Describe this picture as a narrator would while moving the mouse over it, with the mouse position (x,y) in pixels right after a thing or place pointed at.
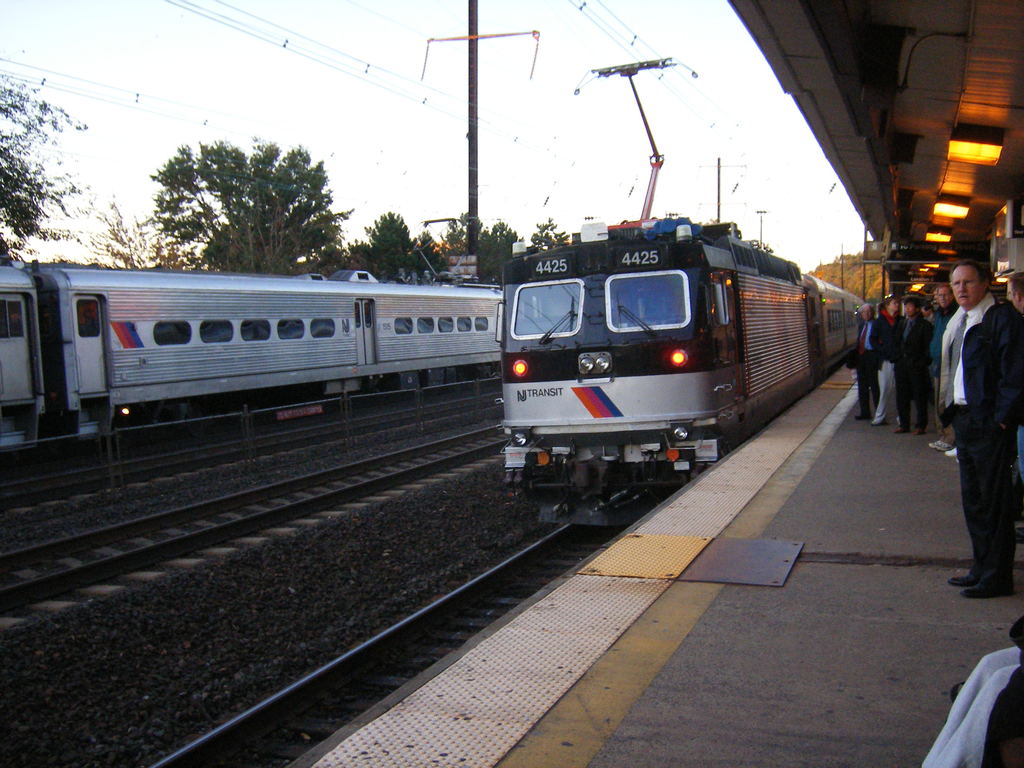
In the picture we can see a railway station (562,634) with a platform (757,649) and some people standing on it and to the ceiling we can see some lights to the shed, besides, we can see a train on the track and besides, we can also see some tracks (100,485) and train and in the background (232,266) we can see trees (327,223), poles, wires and sky (803,147).
